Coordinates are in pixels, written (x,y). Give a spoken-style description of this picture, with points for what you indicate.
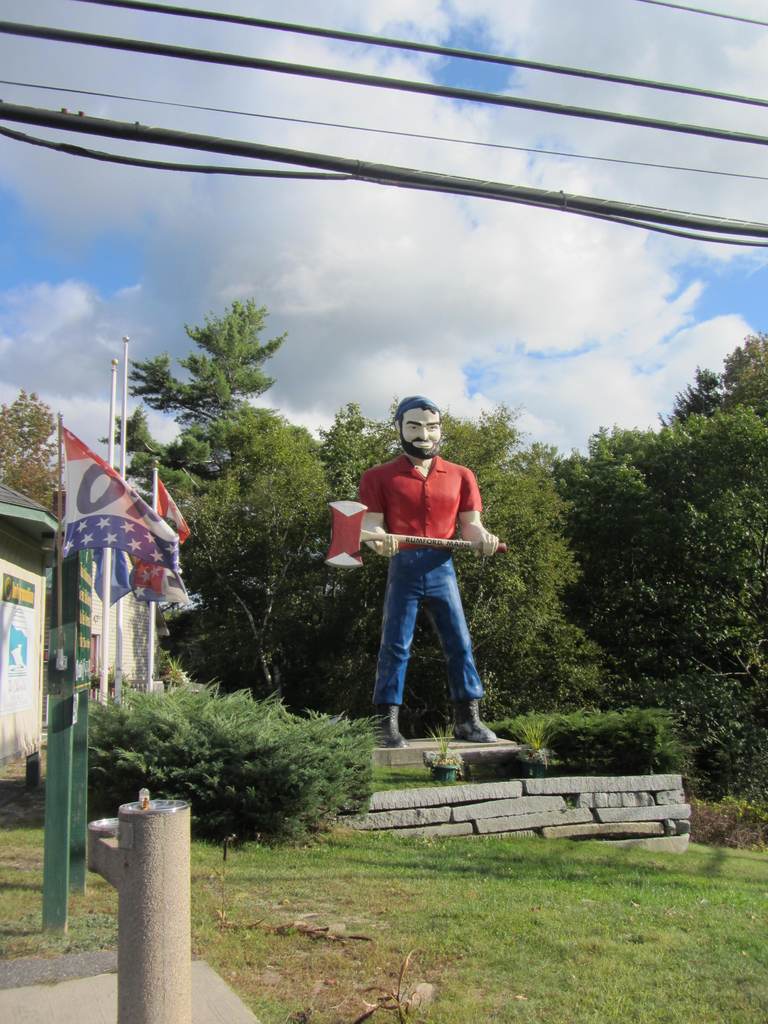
In this picture there is a statue (408,546) in the center of the image (391,523) and there are poles (61,759) and flags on the left side of the image (148,530), there are trees (731,590) in the background area of the image (717,589) and there is grass land (370,869) at the bottom side of the image (408,923).
